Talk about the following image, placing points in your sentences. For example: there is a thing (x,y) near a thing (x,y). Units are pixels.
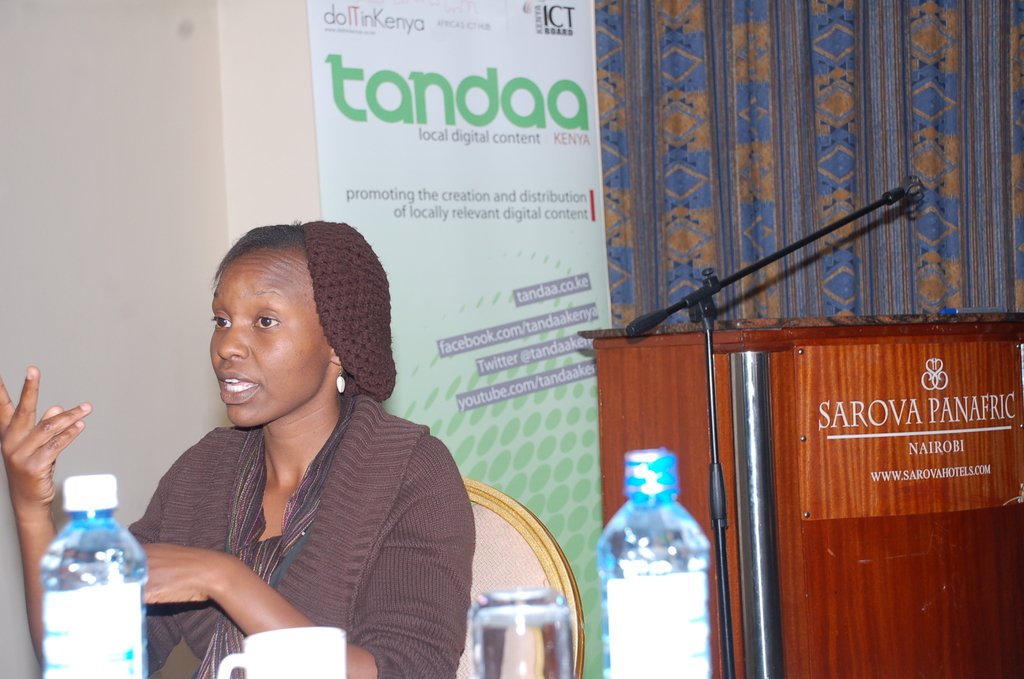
In the image we can see there is a person (320,441) who is sitting on chair (550,588) and on table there are water bottle (670,617), glass (533,638) and a cup (279,650).
